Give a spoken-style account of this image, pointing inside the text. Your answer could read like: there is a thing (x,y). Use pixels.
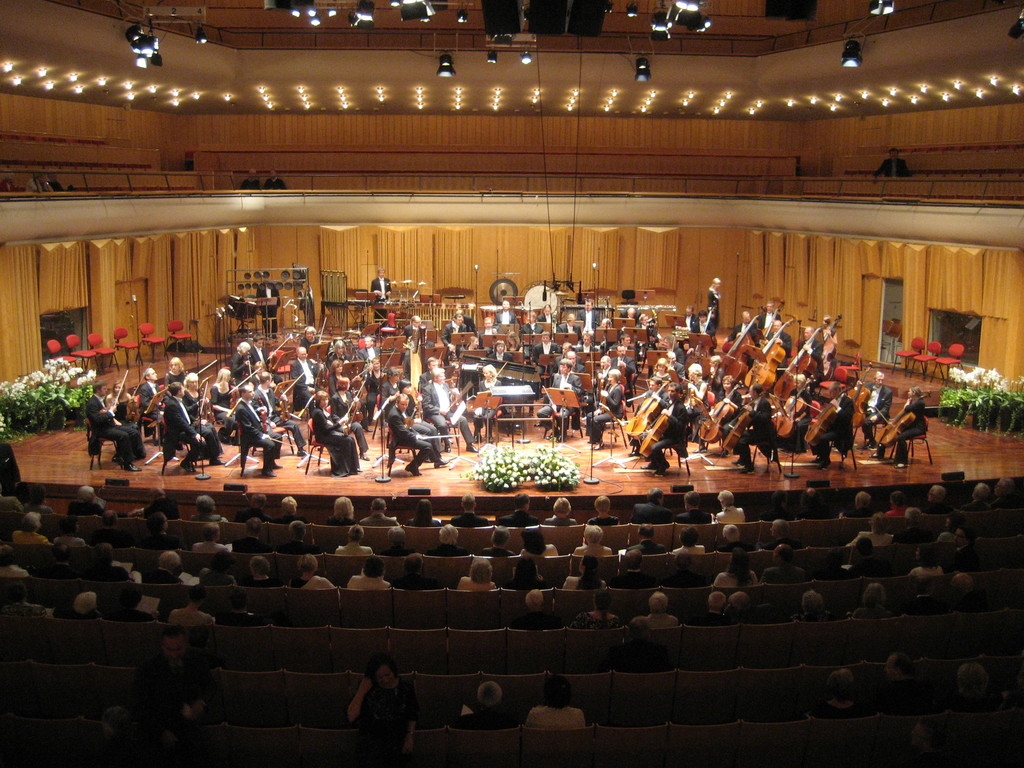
In the foreground of this auditorium (615,660), there are persons (605,623) sitting on the chairs (629,690) and two (188,665) are standing. In the background (197,412), there are persons (186,429) sitting and playing musical instruments (719,422), few plants (70,403), chairs (182,338) and few (274,329) are standing and playing instruments (562,292). On the top (576,68), there are lights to the ceiling (522,103).
